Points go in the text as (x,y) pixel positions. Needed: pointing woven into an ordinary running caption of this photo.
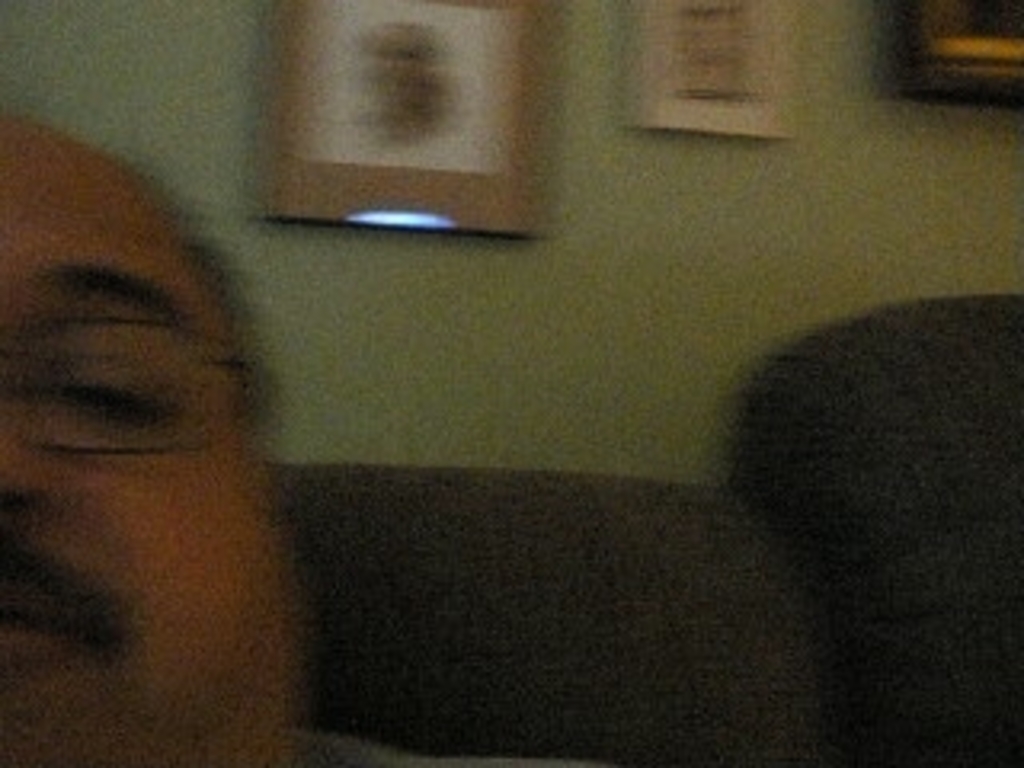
In this picture I can see a man (158,588) is wearing spectacles (162,420). In the background (427,197) I can see photos (403,132) and other objects (970,10) attached to the wall (632,349).
